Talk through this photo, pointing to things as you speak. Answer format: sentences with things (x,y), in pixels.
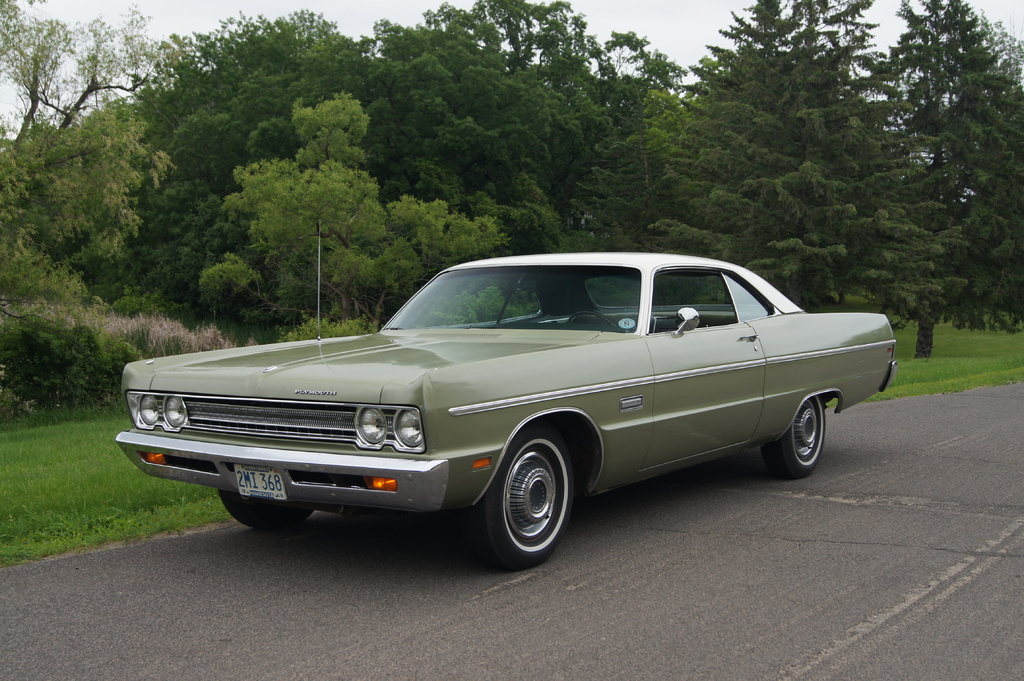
In the image there is a green vintage car (709,367) on the road (700,531) and behind it there are trees (429,144) on the grassland (116,499) and above its sky (688,24).
